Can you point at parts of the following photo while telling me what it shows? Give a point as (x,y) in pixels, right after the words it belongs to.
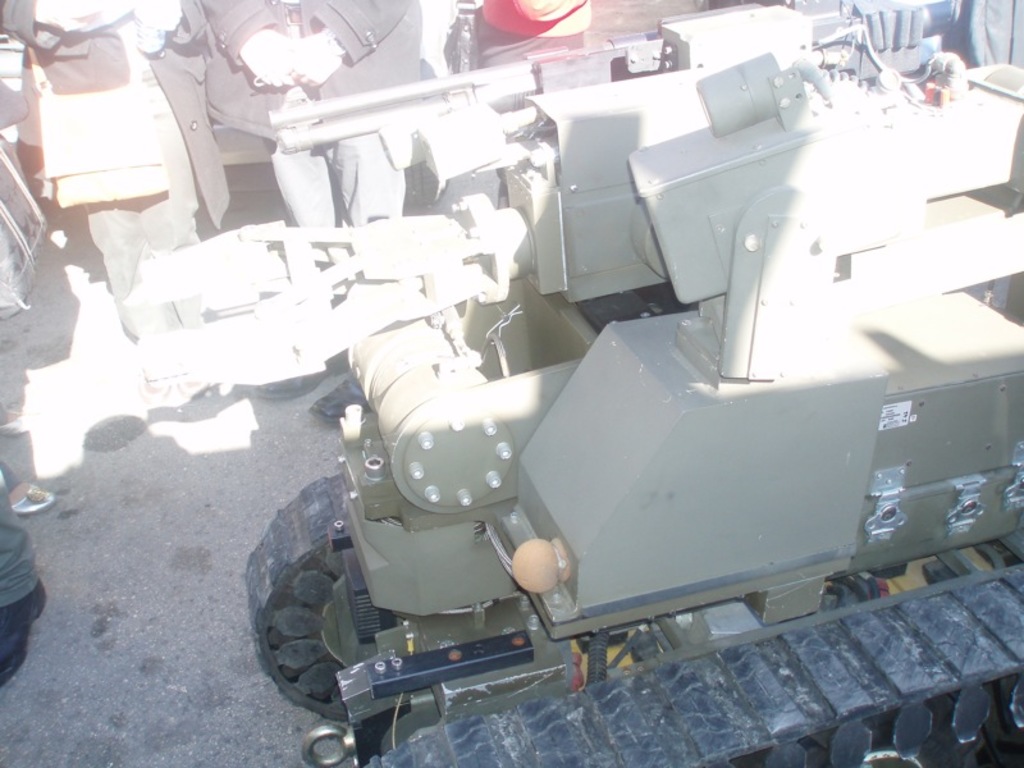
In this image I can see a vehicle (703,262) in green and black color. Back I can see few people (339,145) standing.
